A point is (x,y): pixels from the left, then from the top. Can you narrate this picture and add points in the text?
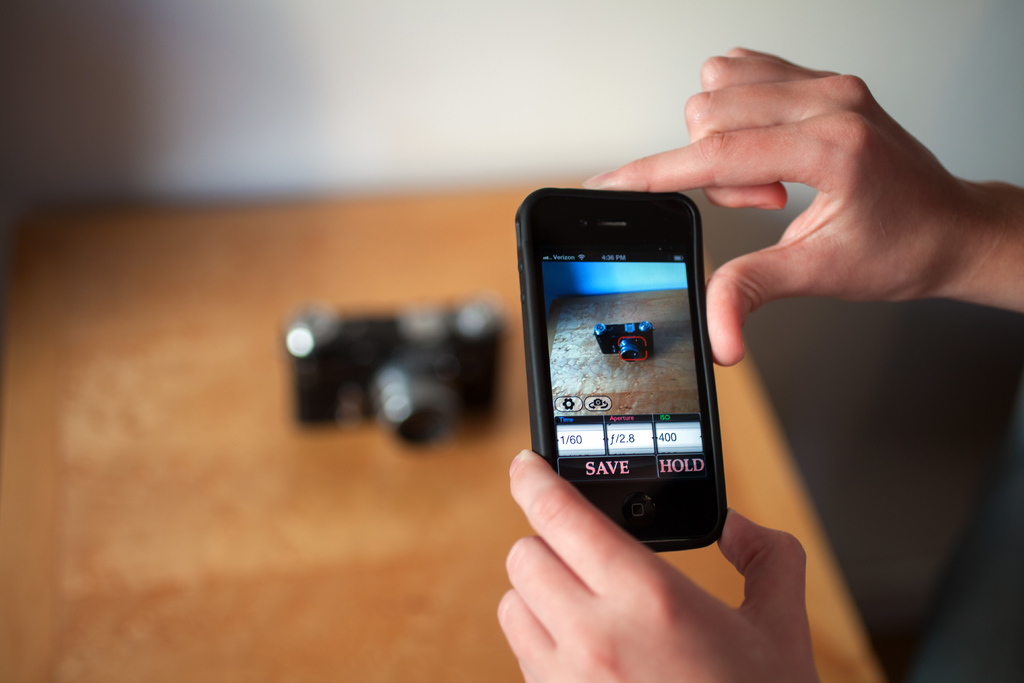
In the center of the image (594,396) we can see human hands (705,593) holding one smartphone (612,383). On the screen (621,394), we can see one camera (630,353) and some text (610,428) on it. In the background (337,539) there is a wall (818,39) and one table (775,458). On the table (775,458), we can see one camera (446,432).
